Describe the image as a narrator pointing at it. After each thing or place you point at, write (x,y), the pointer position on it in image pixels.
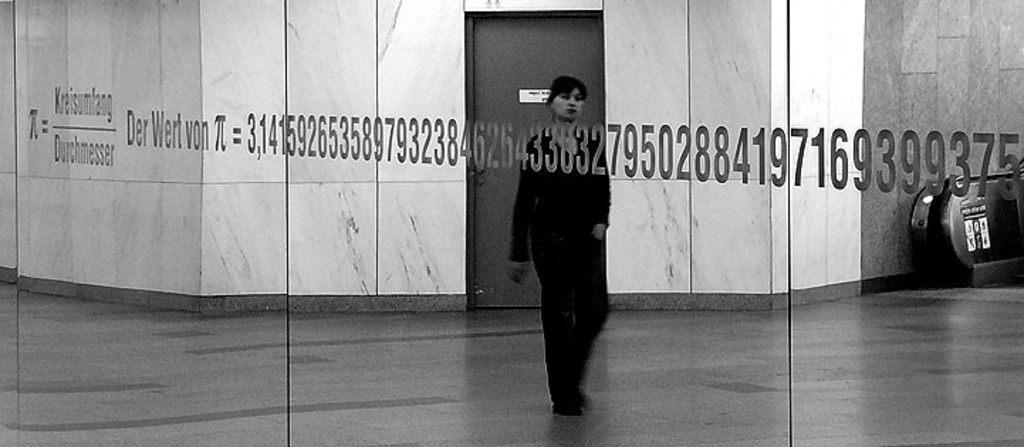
There is a woman (579,178) in black color dress (575,292), walking on the floor (522,428) of a building (829,285), which is having glass wall (43,257), on which, there are some stickers (984,164). In the background (564,57), there is a door (581,57), near a white wall (743,63) and there is an escalator (988,197).
